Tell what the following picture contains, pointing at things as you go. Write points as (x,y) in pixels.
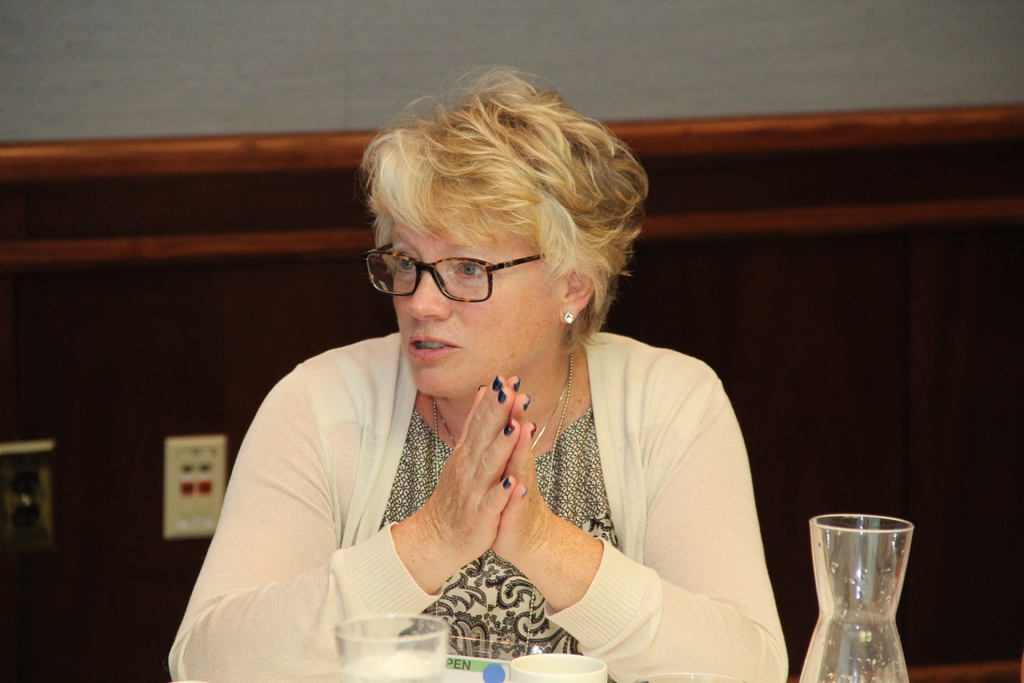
In the image there is a woman (468,442) she is sitting and speaking something, in front of the woman (390,513) there is a glass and a cup (531,659) and behind the woman (469,426) there is a wall (389,22) made up of wood (677,300).
